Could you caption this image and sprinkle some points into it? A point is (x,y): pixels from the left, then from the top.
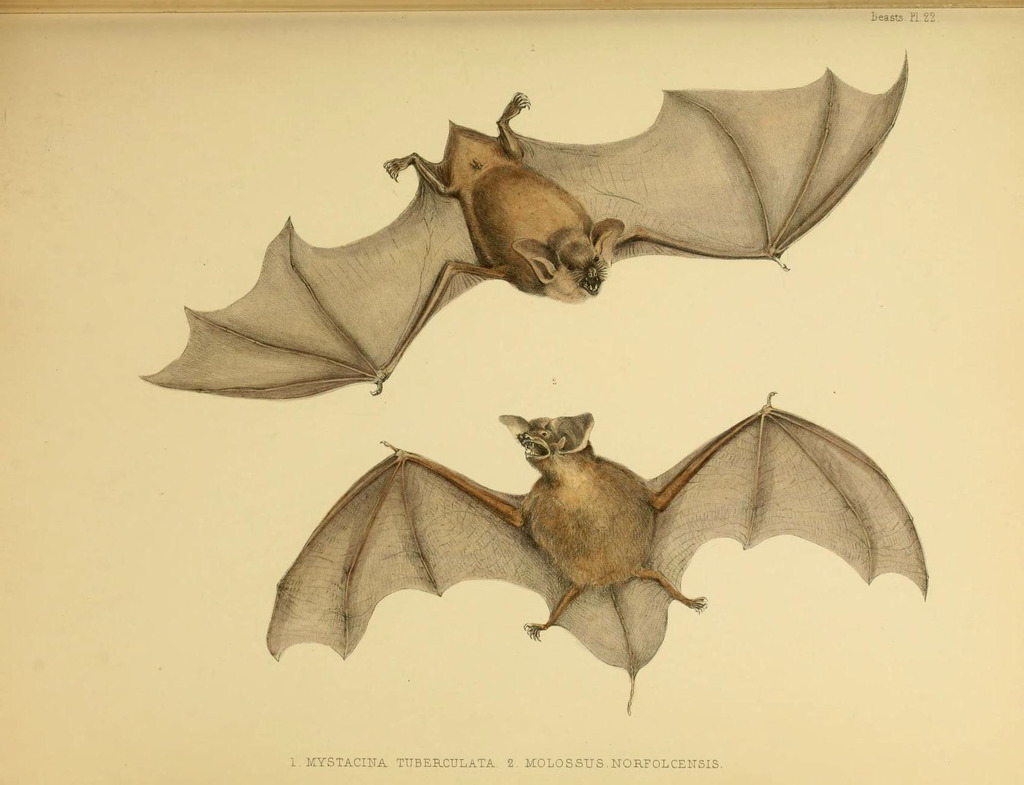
In this picture we can see bats (495,520) are there. At the bottom of the image (479,757) some text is there.
